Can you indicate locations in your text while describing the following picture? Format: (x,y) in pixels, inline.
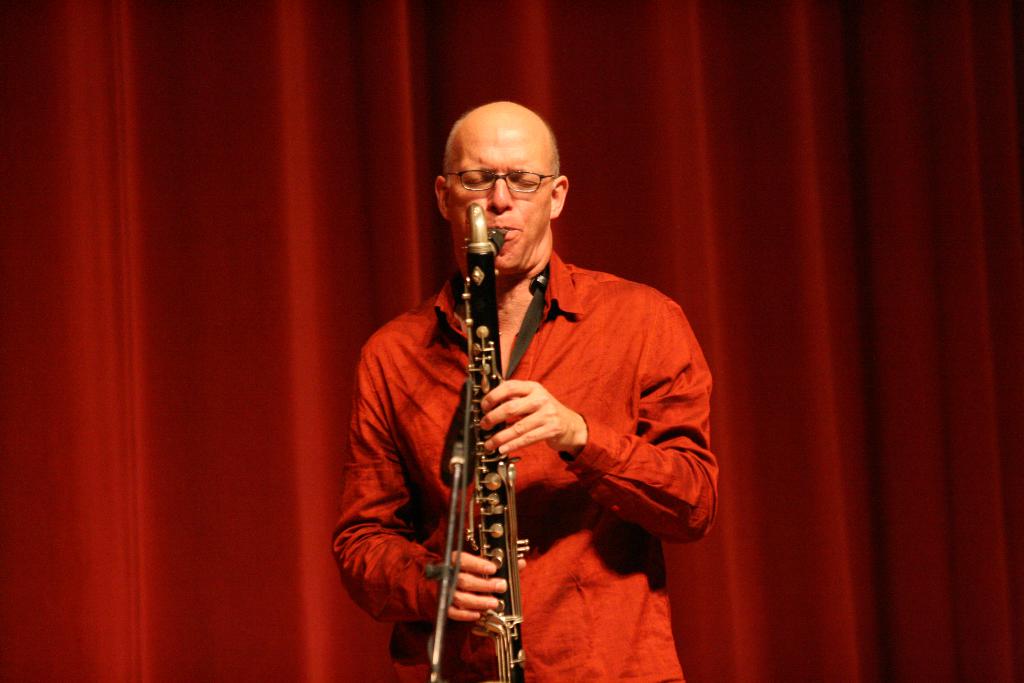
In the foreground of this picture (649,532), there is a man (588,481) in red shirt (536,447) playing a clarinet (494,506) in front of a mic (458,474) and in the background (431,130), there is a red curtain (967,228).
